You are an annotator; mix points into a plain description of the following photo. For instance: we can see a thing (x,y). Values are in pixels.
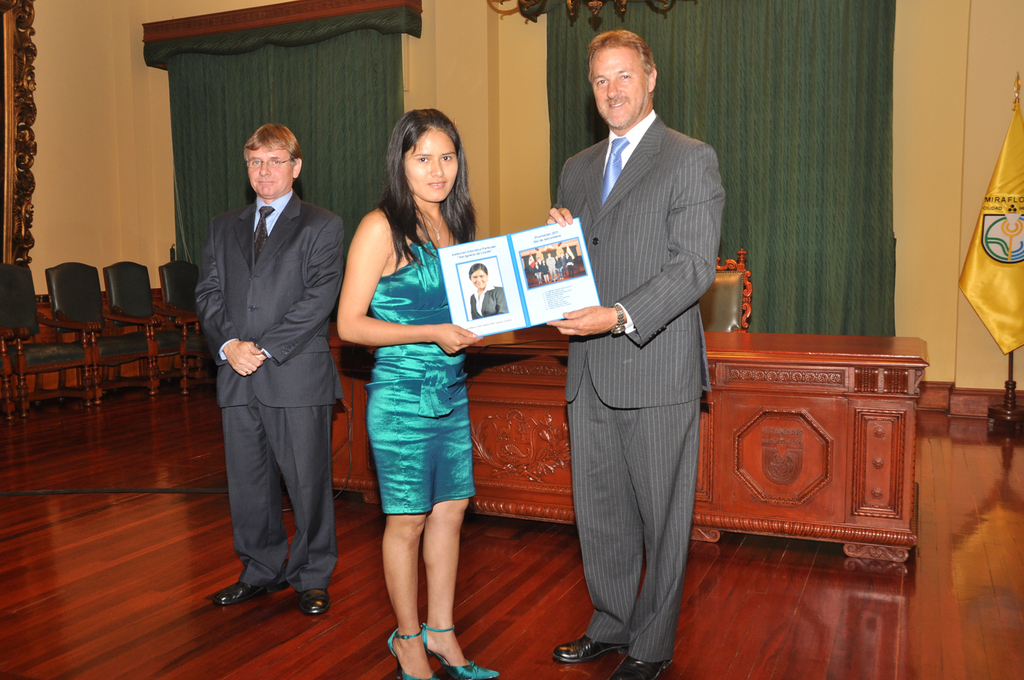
In the center of the image (413,340) there is a man (654,190) and woman (413,350) holding a book (523,303). On the left side of the image (208,333) we can see chairs (71,314) and person (238,464). In the background (985,393) we can see flag (979,263), table (875,387), curtains (846,151) and wall (900,180).
